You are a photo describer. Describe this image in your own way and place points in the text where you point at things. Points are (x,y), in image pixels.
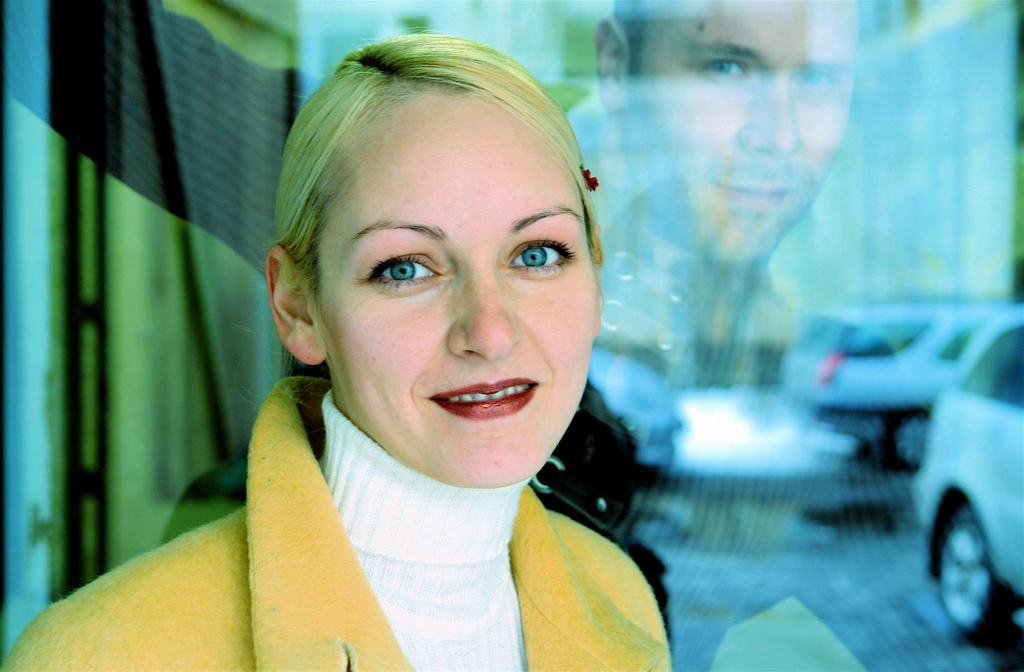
In this image there is a woman (417,518) towards the bottom of the image (417,538), there is a man (714,287) towards the top of the image (727,120), there is a glass (723,270) behind the woman (442,231), there is an object (176,167) towards the left of the image (140,219), there are cars (960,552) on the ground (809,523), the background of the image (394,19) is blurred.
